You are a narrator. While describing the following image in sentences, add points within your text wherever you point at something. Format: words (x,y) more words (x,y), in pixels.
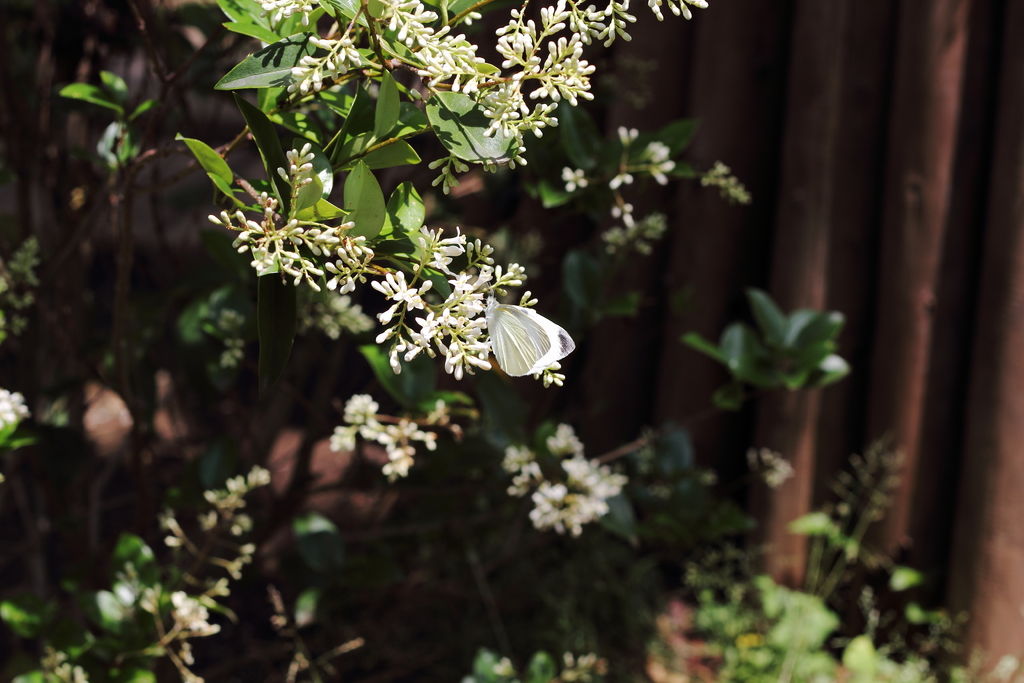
In this image we can see some plants (505,237) which has flowers (782,462).
